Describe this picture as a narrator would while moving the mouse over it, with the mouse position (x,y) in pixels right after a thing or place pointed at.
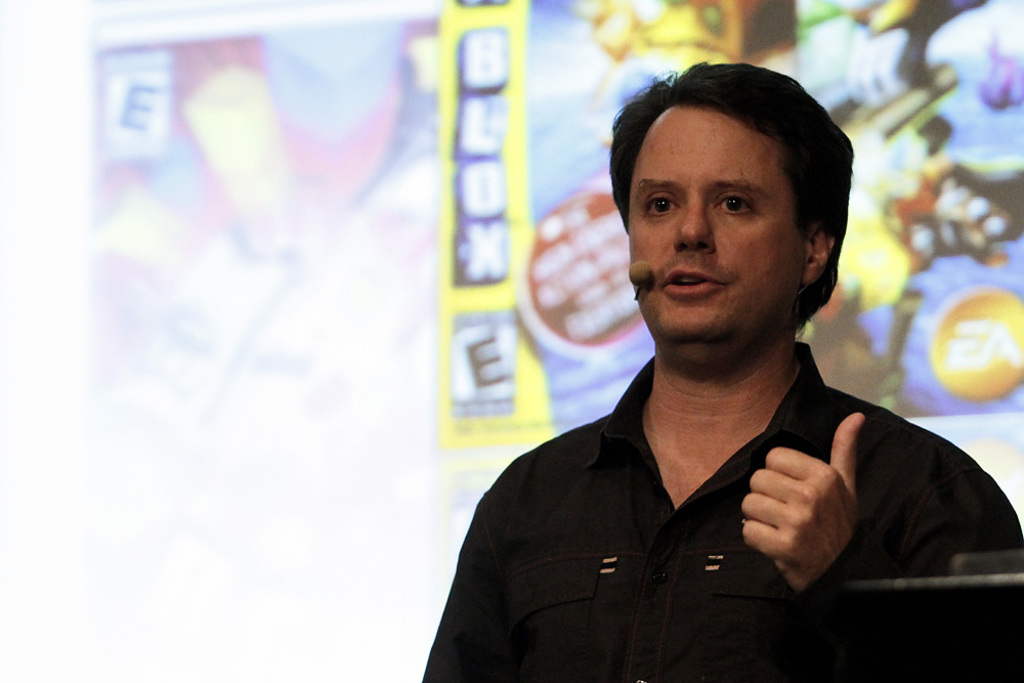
In this picture we can see a man (740,403), he is speaking with the help of microphone (632,277), in the background (581,160) we can see few posters (500,260).
